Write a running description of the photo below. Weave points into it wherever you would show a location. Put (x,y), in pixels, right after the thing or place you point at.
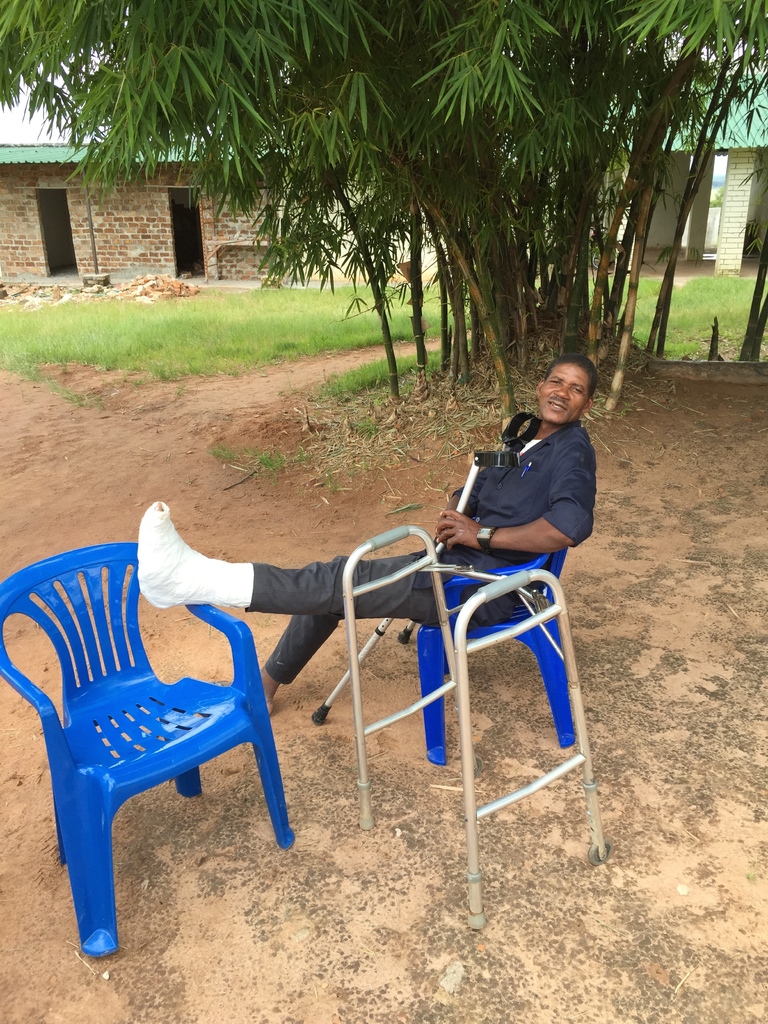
In this picture there is a man (568,374) sitting and holding a stick (439,543) and we can see stand (461,718), chairs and trees (475,323). In the background of the image (229,214) we can see sheds (34,145) and grass (239,344).
